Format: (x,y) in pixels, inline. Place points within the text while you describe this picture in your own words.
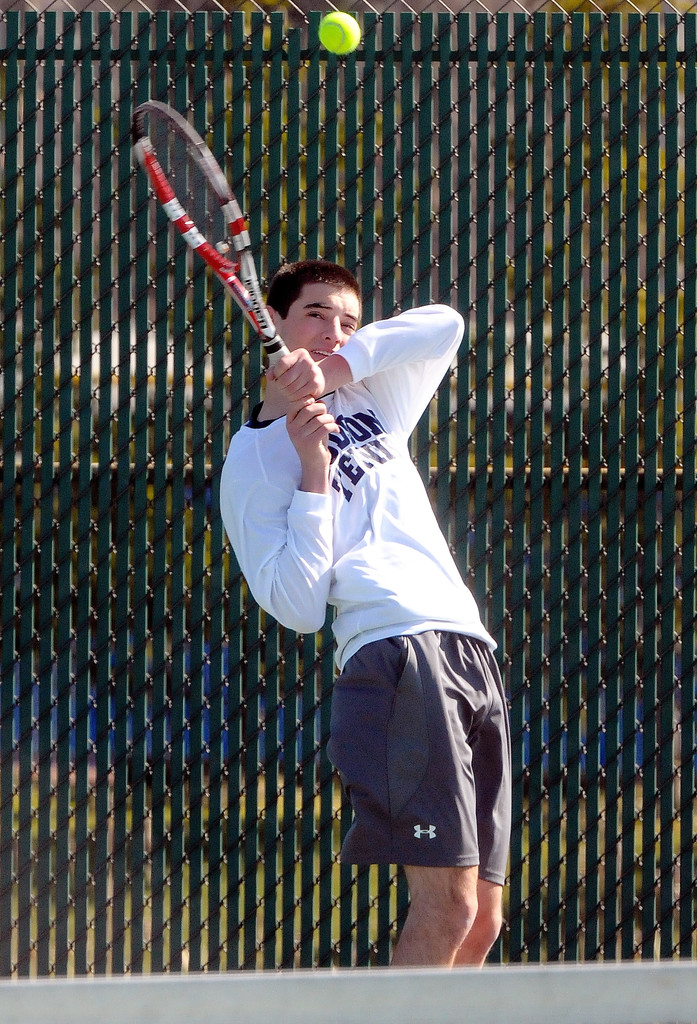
In the image there is a man (288,521) holding a tennis racket (276,361) on top (325,38) we can also see a green color ball (340,38). In background (525,119) there is a fence (594,580).
